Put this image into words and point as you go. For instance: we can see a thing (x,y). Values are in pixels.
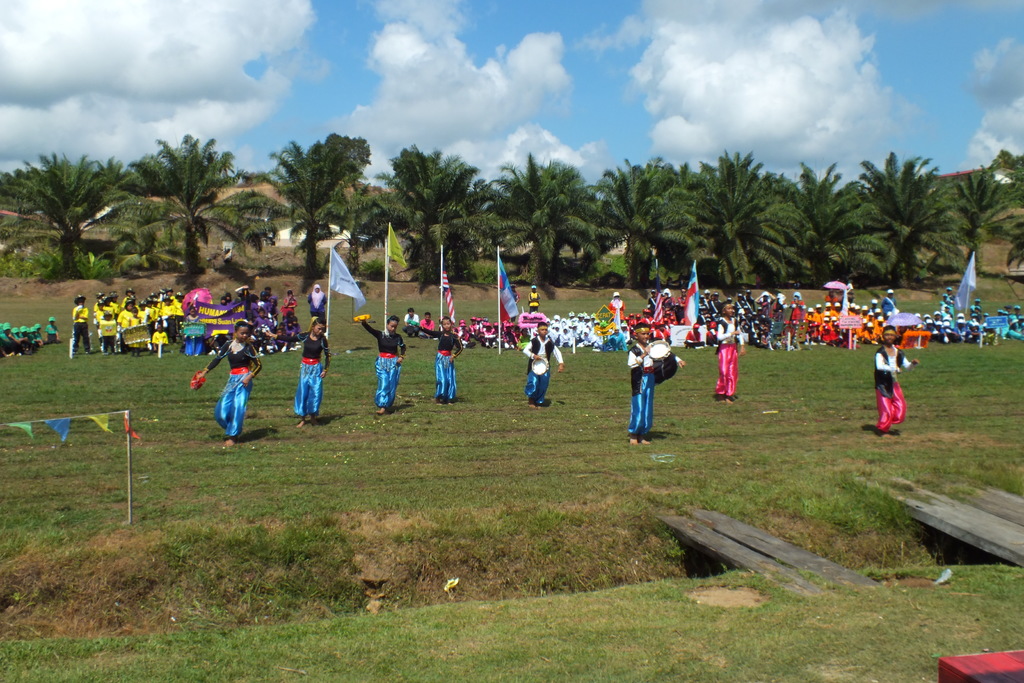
In this image there are group of persons (243,369) dancing, sitting and standing. In the front (619,620) there is grass (563,633) on the ground (383,534) and the center there are persons (645,379) dancing. In the background (339,286) there are flags (507,285) and there are persons (138,314) standing, sitting and in the background (182,204) there are trees (674,221) and the sky (693,103) is cloudy.
